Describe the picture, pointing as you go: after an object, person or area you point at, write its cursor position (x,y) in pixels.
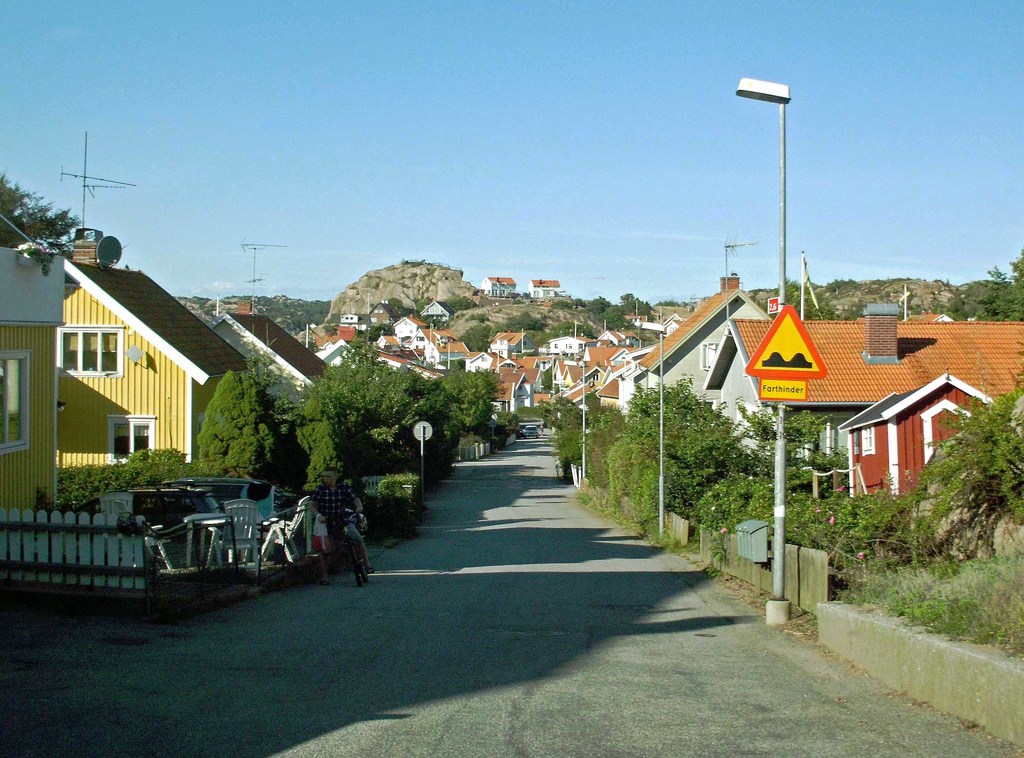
This is an outside view. At the bottom (459,591) there is a road (470,681). On both sides of the road (461,738) there are many trees (321,407) and buildings (334,341) and also poles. On the left side (5,541) there is a fencing (116,559) and I can see few chairs (246,506) and table (212,518) in the garden (196,547). There is a person (335,511) riding the bicycle (349,555) on the road (334,608). In the background (411,275) there are some rocks (451,293). At the top of the image (349,95) I can see the sky (299,95).
